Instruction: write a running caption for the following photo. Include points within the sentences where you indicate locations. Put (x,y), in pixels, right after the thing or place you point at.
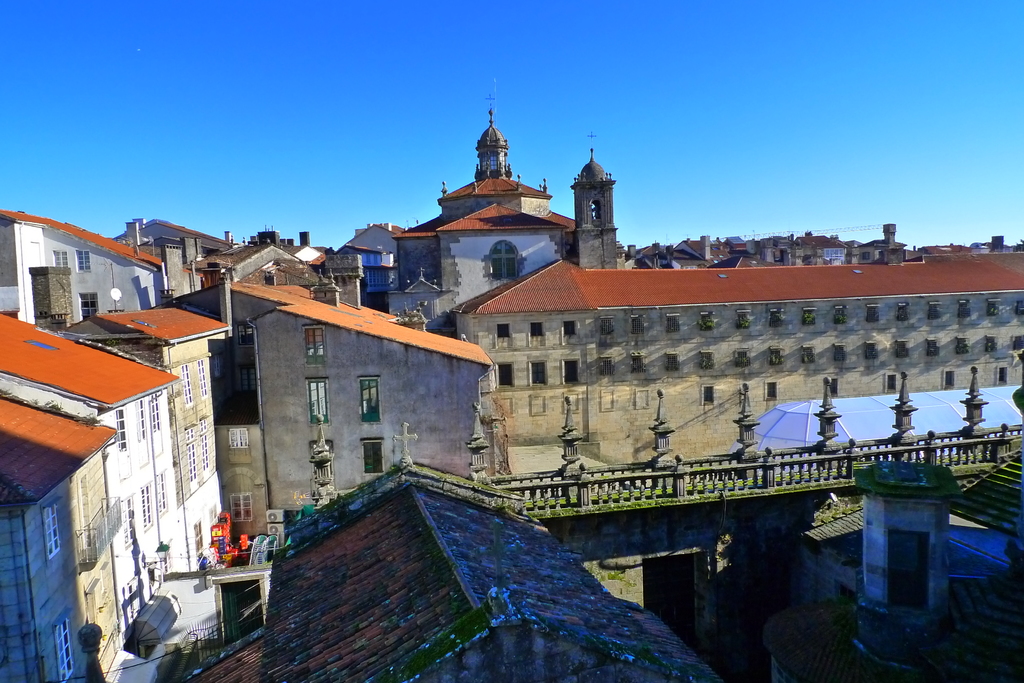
In this image we can see many buildings (509,291) with windows (873,317). Also there are railings (584,486). On the railings (606,486) there are poles (577,436). In the background (511,110) there is sky (642,103).
